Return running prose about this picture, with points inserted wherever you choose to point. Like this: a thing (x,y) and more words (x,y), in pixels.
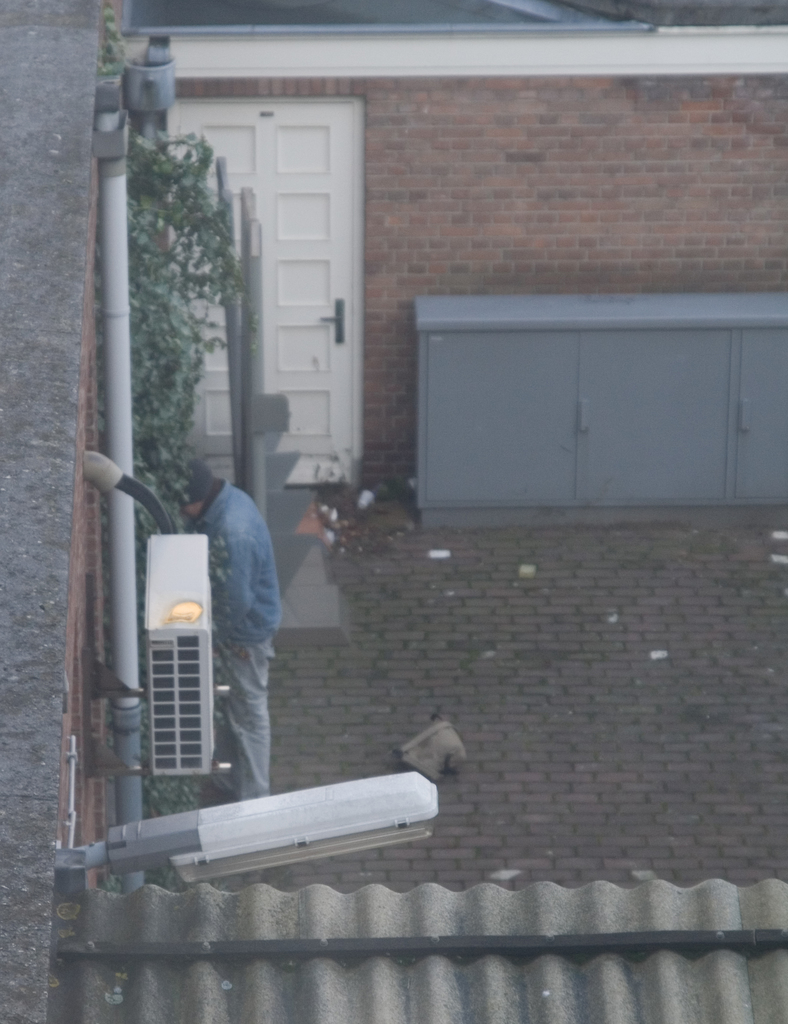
In the picture we can see from the top of a house (558,260) with a wall (715,142), door (356,364) and near it we can see a cupboard (707,423) which is gray in color and beside the door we can see some plant (188,167), pipe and a man (235,541) standing near the air conditioner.
